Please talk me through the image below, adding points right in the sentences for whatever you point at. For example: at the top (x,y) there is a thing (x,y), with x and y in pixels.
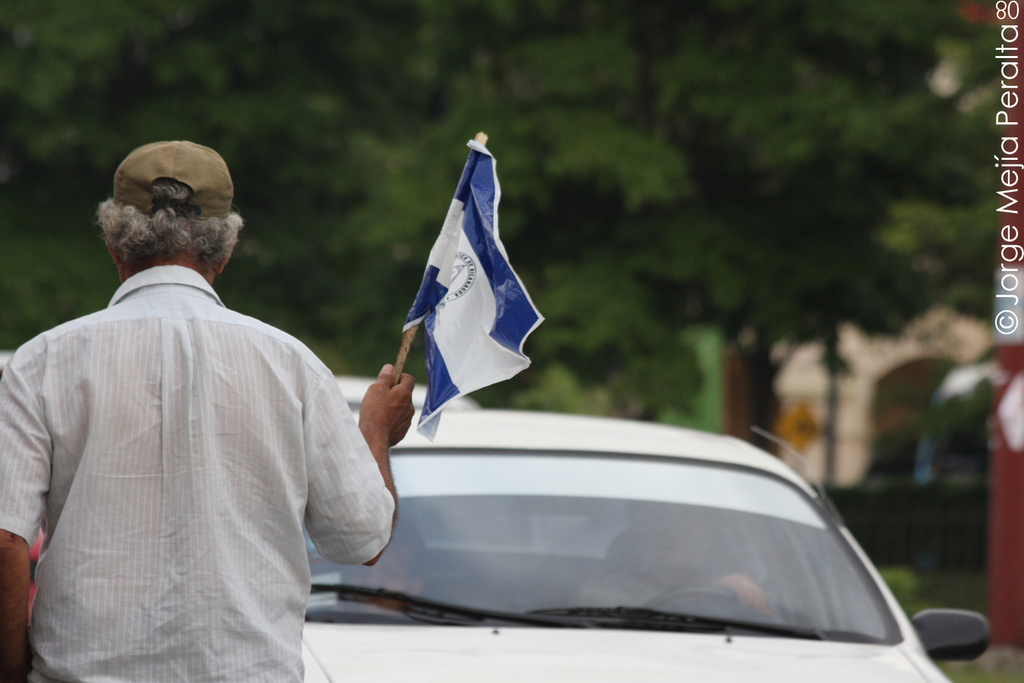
This picture is clicked on the road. There is man (353,434) wearing white shirt (203,392) and cap (179,172). He is holding a flag (486,257) in his right hand (411,396). Beside him there is a white car (554,589) and people (395,571) sitting inside it. On the right (1010,193) edge of the image there is text (1010,206). In the background (727,113) there are trees (568,89).
